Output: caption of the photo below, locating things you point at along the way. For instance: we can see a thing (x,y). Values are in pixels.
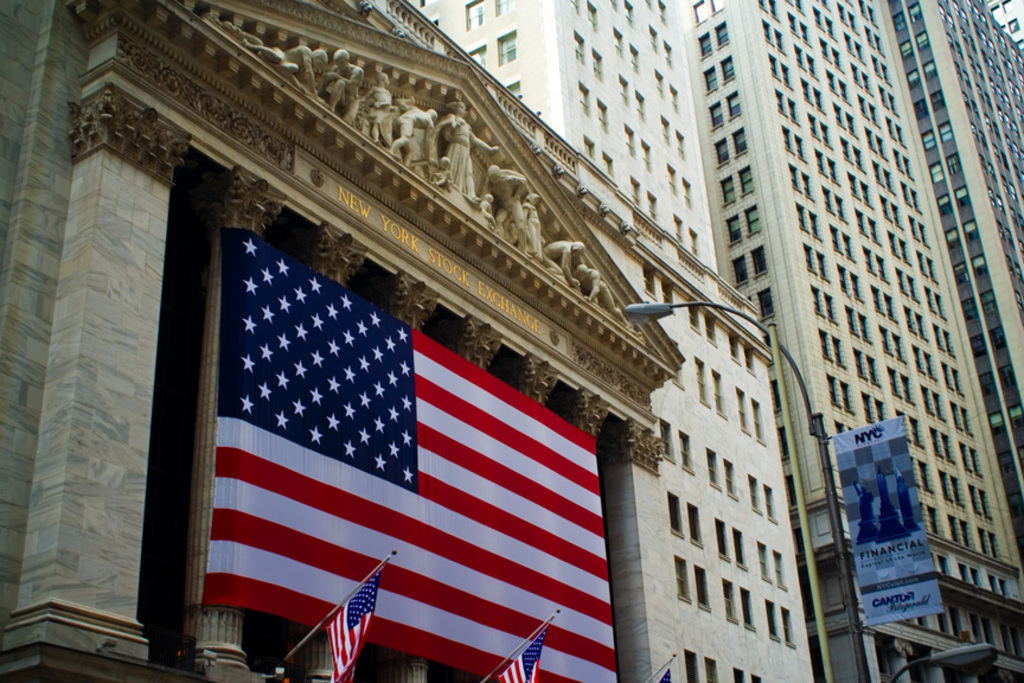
In this image there are few buildings (494,272) with flags (436,509) on it.
